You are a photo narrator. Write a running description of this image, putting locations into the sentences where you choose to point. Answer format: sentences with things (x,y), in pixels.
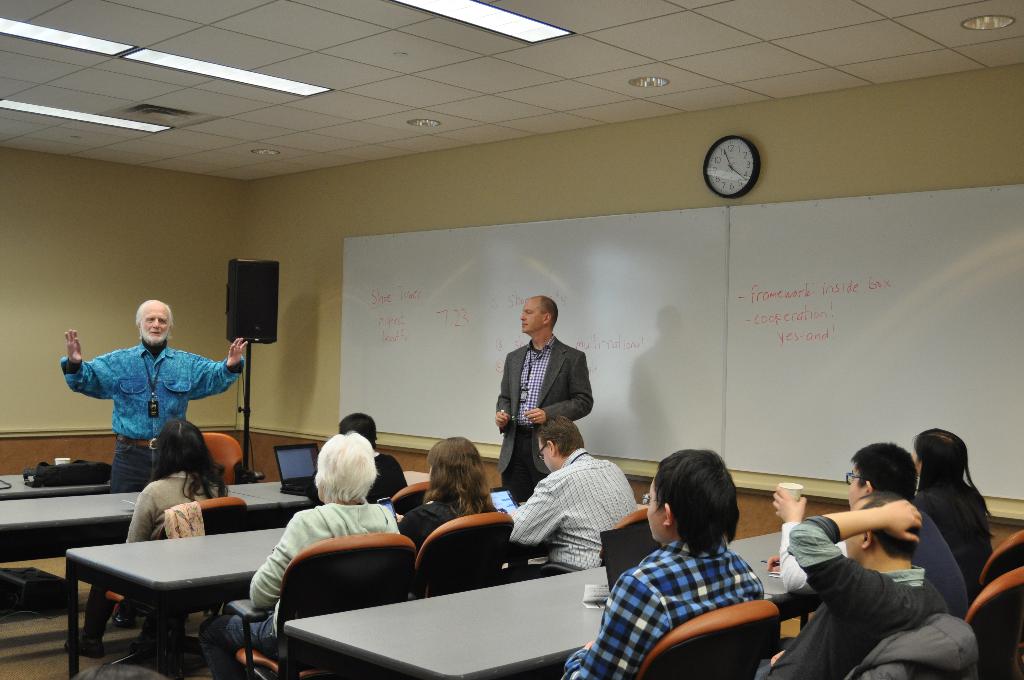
The picture is sitting in a closed room (349,588) where many people (415,528) sitting on the chairs (383,582) and in front of them there are tables (158,550) and left corner (169,407) one man (120,434) is standing in blue dress (147,426) wearing id card (153,412) and behind him there is one big wall (301,371) and corner there is one speaker stand (248,339) and one laptop (287,469) on the table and one person (527,416) is standing in a suit (500,406) and behind him there is big white board (577,268), wall clock (726,135) and a wall (683,136).
